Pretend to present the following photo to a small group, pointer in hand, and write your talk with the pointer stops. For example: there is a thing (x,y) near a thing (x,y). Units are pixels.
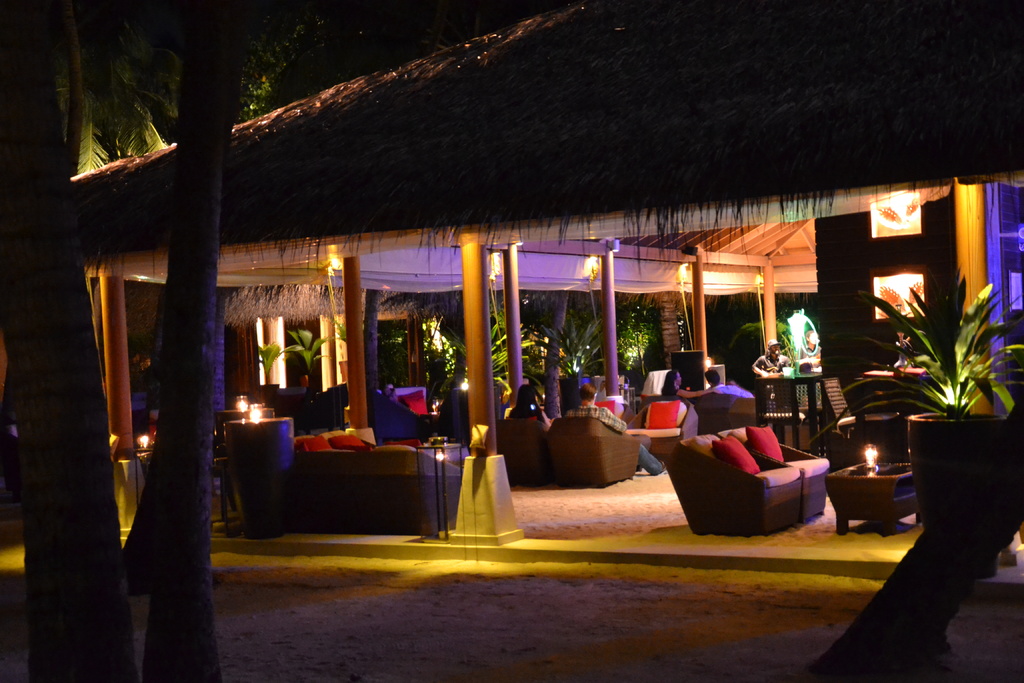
In this image I can see chairs (775,484) and pillow (743,448). There is a table (868,474) on the table (865,491) there is a light (870,463). In front few people (739,384) are sitting on the chair (606,441). There are under the hut (851,204). On the right side (956,469) there is a flower pot (938,461) there are trees (206,72).
